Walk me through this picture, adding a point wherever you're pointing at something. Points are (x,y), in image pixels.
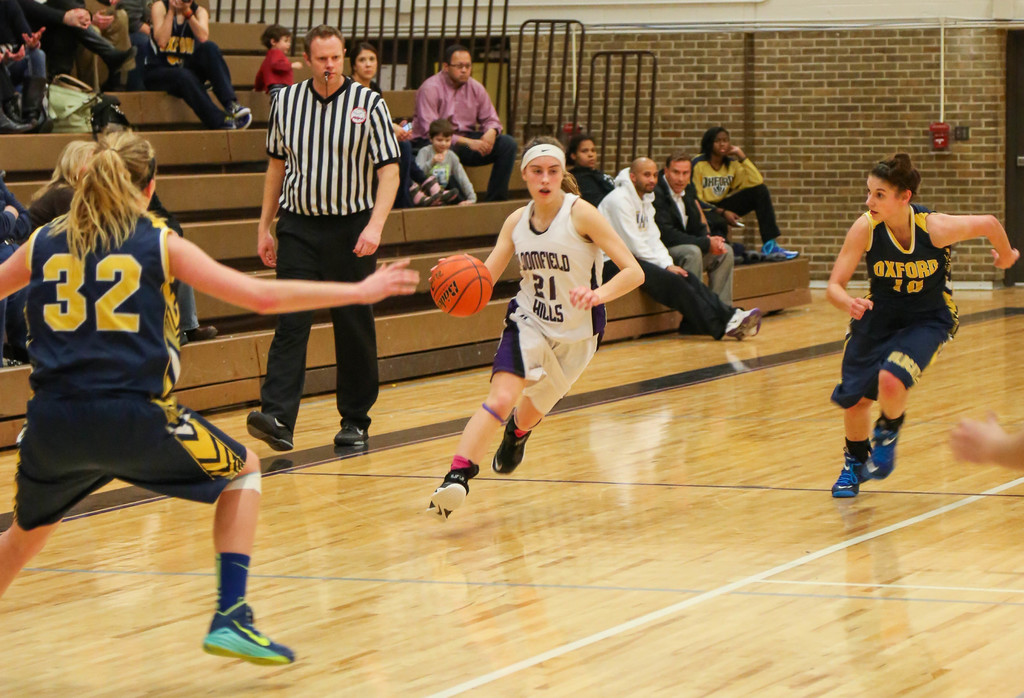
As we can see in the image there are few people (105,222) here and there, wall (825,31), stairs (428,298) and a ball (452,298).
